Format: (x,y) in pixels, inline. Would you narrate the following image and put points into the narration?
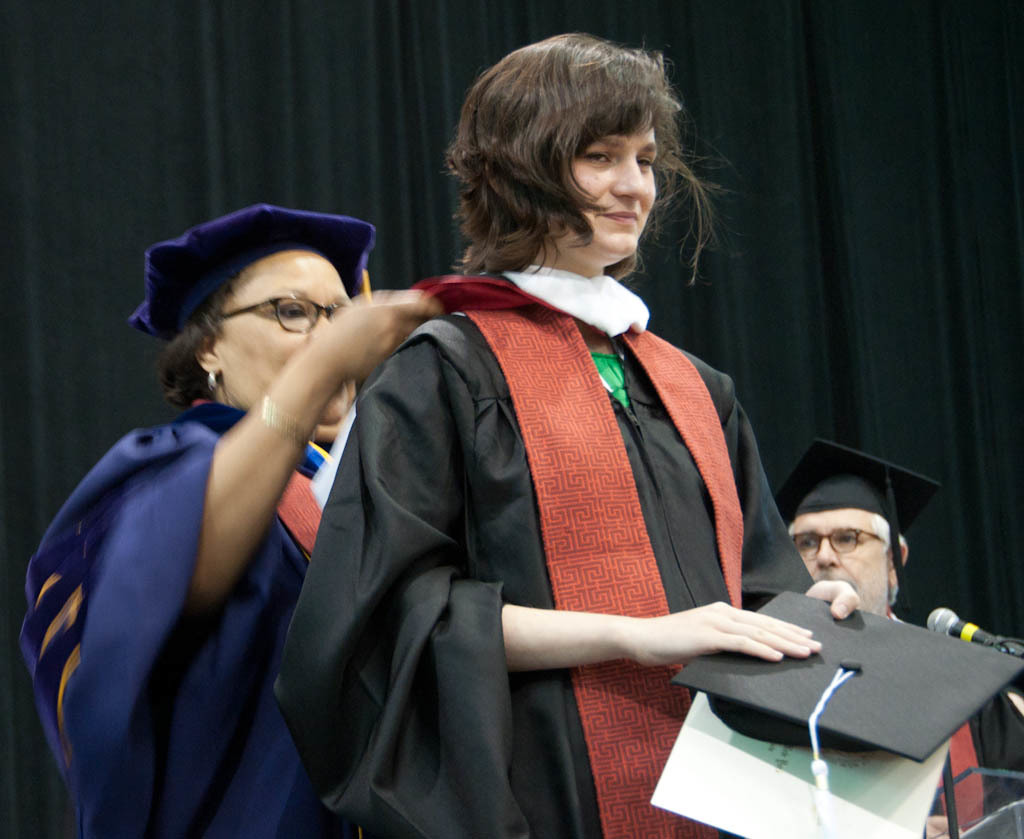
In this image we can see a lady (540,439) holding a cap (994,675) and a paper (836,786). In the back (255,391) there are two persons (299,376) wearing cap (803,485) and specs (850,530). Also there is a mic (949,624). In the background (251,121) there is curtain (184,118).
